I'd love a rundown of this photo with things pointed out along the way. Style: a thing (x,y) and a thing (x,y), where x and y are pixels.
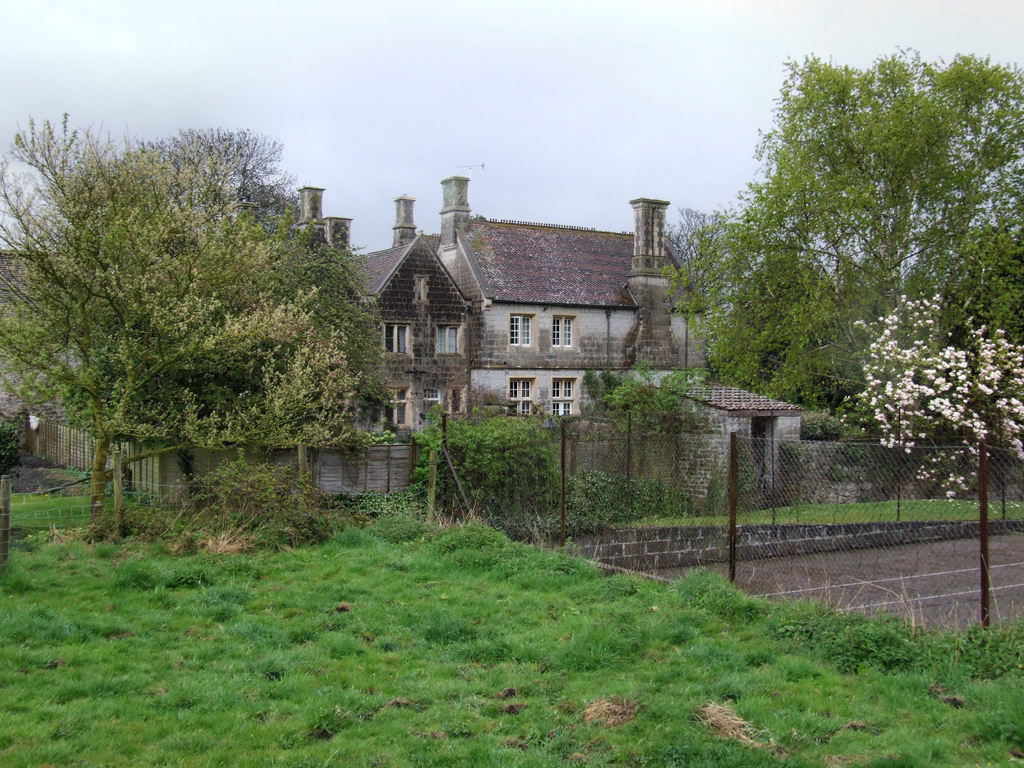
In this image we can see some trees (829,395), plants (569,529) and grass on the ground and there is a fence (896,465). We can see a house (661,268) and there is a compound wall (955,529) around the house (430,377) and there is a tree (951,394) with flowers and at the top (409,107) we can see the sky (467,86).
